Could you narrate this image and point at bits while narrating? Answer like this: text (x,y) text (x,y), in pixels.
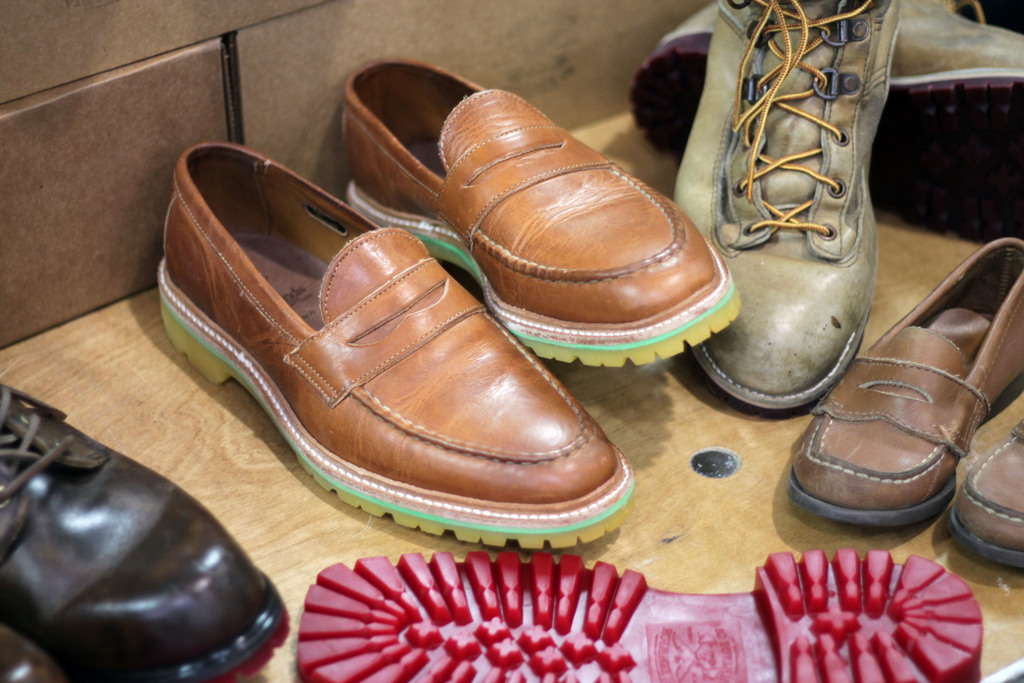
In this image we can see some shoes (551,353) on the wooden surface (472,544), also we can see the wall (70,264).
